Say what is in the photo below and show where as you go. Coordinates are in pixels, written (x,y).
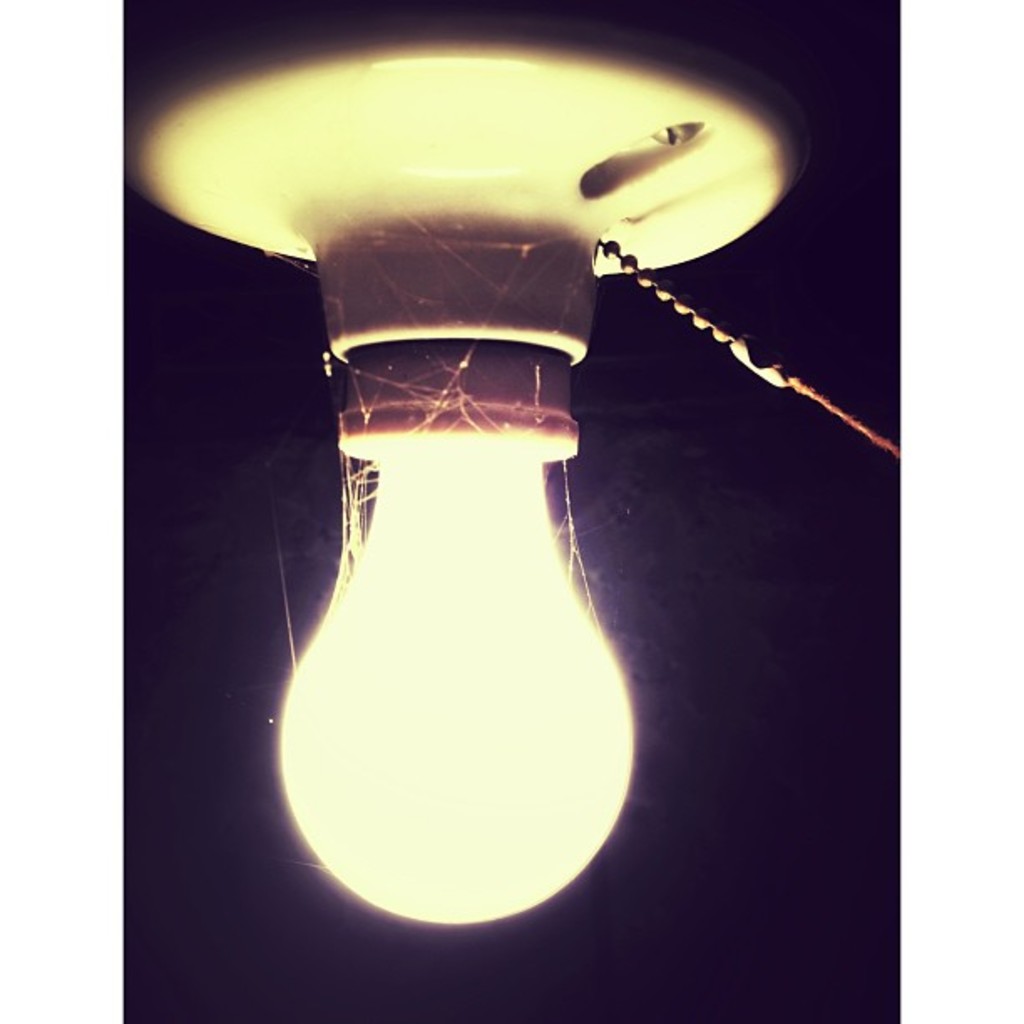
In this image we can see a bulb (395,548) which is lighted. The background of the image (688,597) is dark.
